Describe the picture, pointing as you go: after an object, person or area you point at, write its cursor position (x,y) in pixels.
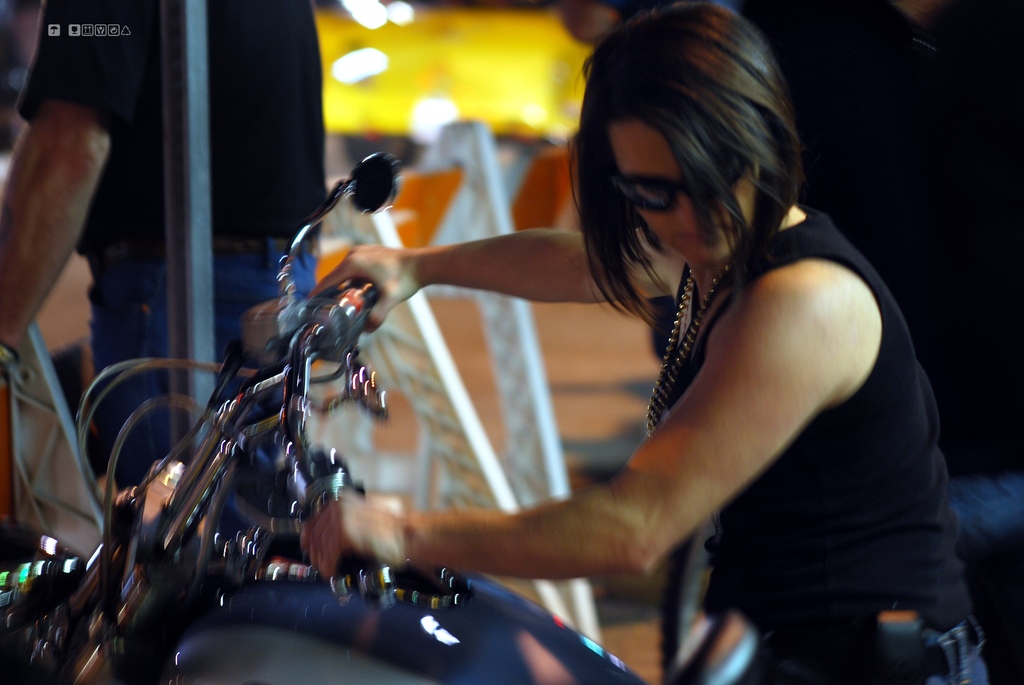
In this image I see a person (423,282) who is on the bike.
